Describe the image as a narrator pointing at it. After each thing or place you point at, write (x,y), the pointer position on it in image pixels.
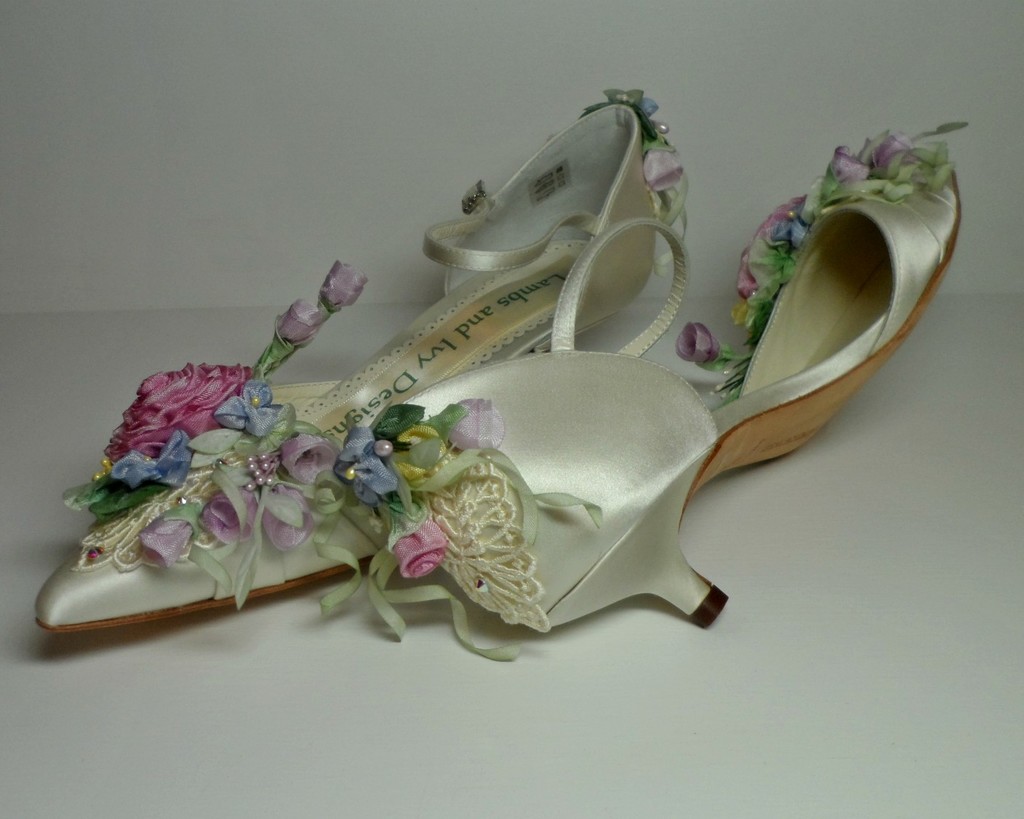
In this image in the center (492,348) there is a footwear (459,459), and there is a white background (511,30). At the bottom (632,707) there is floor (267,712).
